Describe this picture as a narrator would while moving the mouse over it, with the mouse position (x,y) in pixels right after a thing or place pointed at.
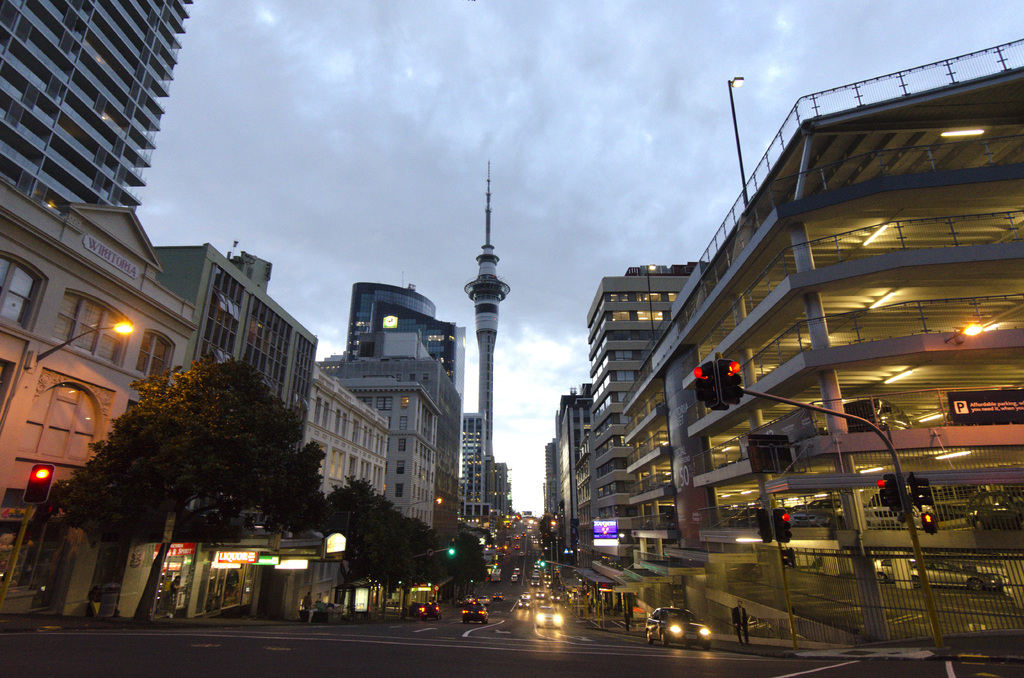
In this image there are buildings (349,466), trees (481,578), vehicles (523,598), persons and poles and the sky (478,137) is cloudy and there is a tower (488,362) in the background (482,375).
